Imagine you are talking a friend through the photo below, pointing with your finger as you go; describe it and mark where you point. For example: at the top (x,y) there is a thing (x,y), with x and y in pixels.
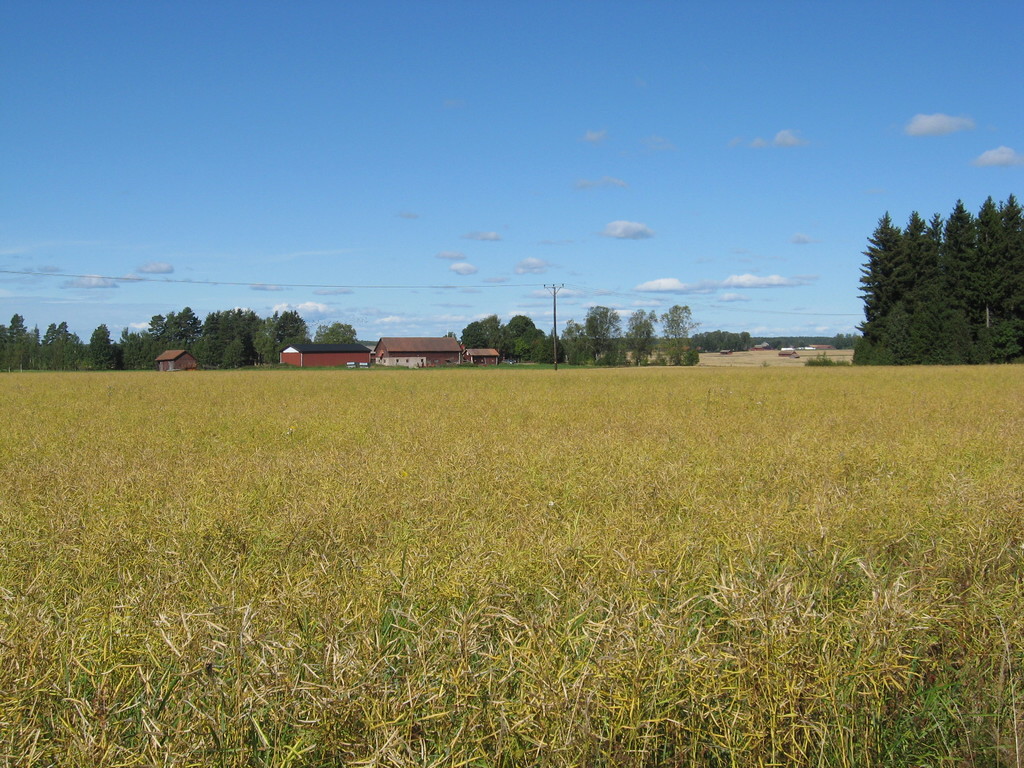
In the foreground of this image (768,520), there is greenery (655,427). In the background (983,322), there are houses (436,365), trees (598,337), a pole (557,364), sky (520,81) and the cloud (625,237).
